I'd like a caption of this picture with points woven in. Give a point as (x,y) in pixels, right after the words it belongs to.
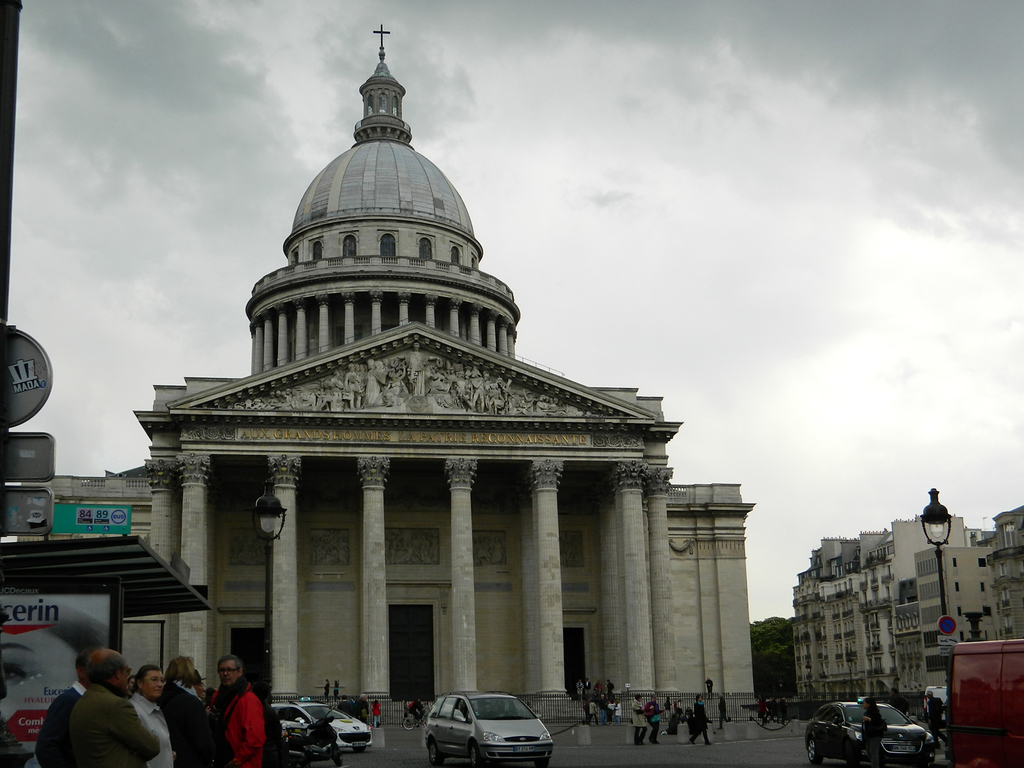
There are few persons (185,710) standing in the left corner (197,722) and there are few vehicles (359,730) beside them and there are buildings (700,579) in the background (714,586) and the sky (692,196) is cloudy.
